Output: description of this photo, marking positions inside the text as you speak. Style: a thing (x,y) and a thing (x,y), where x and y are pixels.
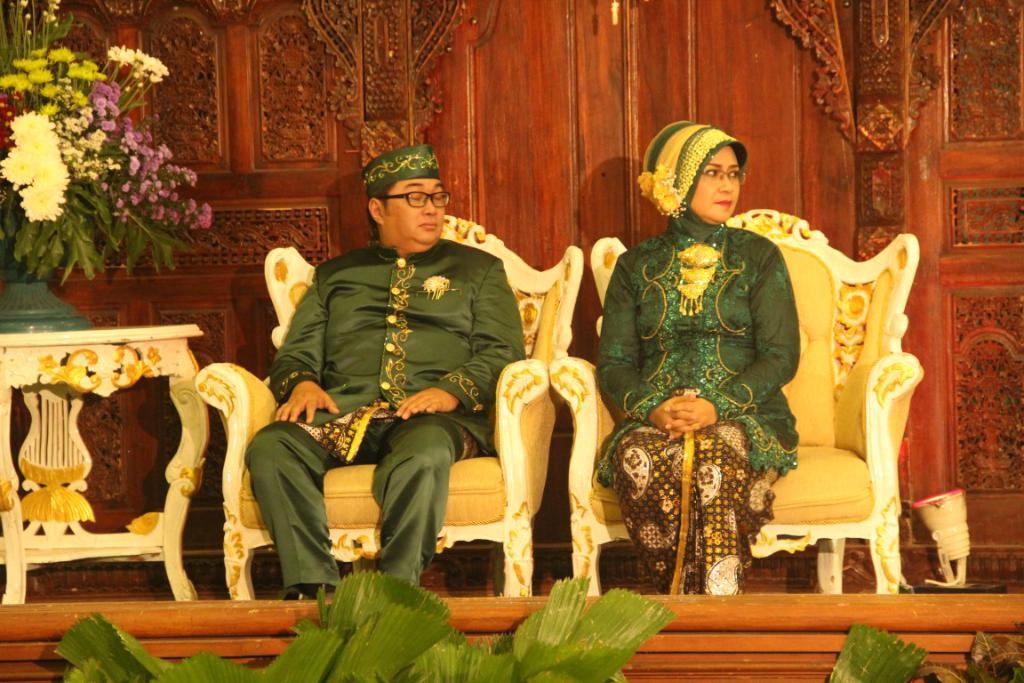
In this image a woman (763,419) and man (395,558) are sitting on chair (867,499). Left side of the image (194,388) there is a table (2,492) on top of it there is a flower vase (12,304) having colourful flowers (67,164). Frontside bottom of image (905,672) there are few plants (406,645). Background of the image (1021,57) is having a wooden wall (743,83). There is a lamp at the right side (953,575).
